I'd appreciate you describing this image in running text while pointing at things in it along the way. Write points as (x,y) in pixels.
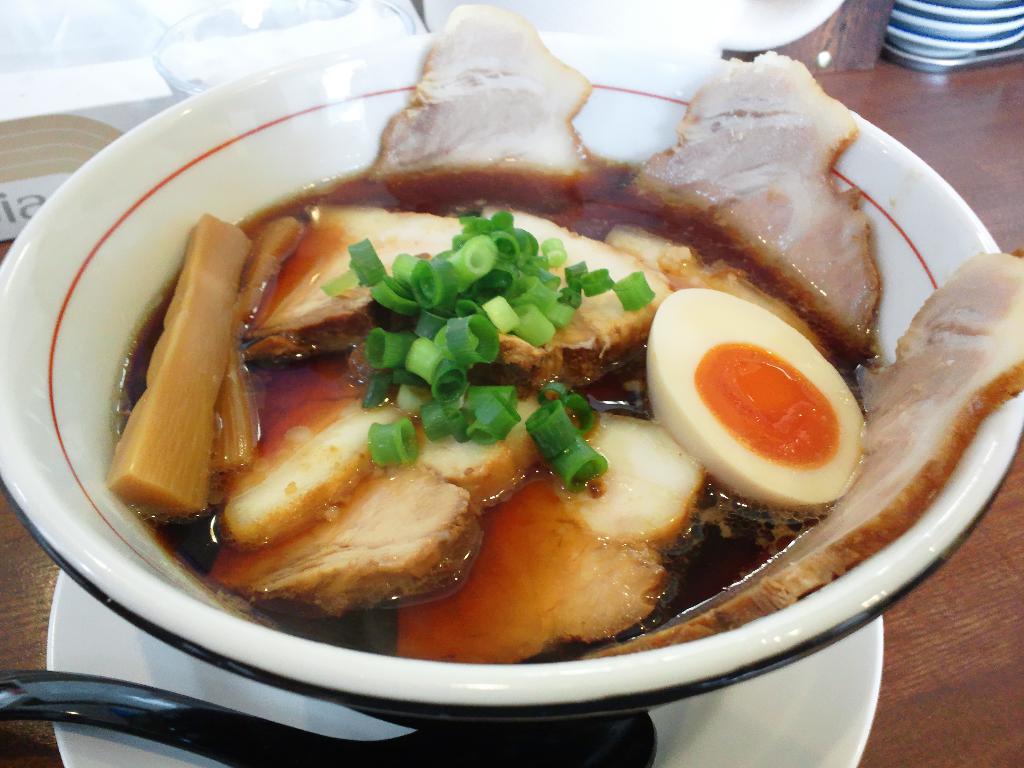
In this image I can see the bowl (86,383) with food (310,403). The bowl (131,297) is in white and red color. The food (424,337) is colorful. To the side I can see the spoon (113,714) on the white plate (128,747). These are on the brown color surface (916,662).
